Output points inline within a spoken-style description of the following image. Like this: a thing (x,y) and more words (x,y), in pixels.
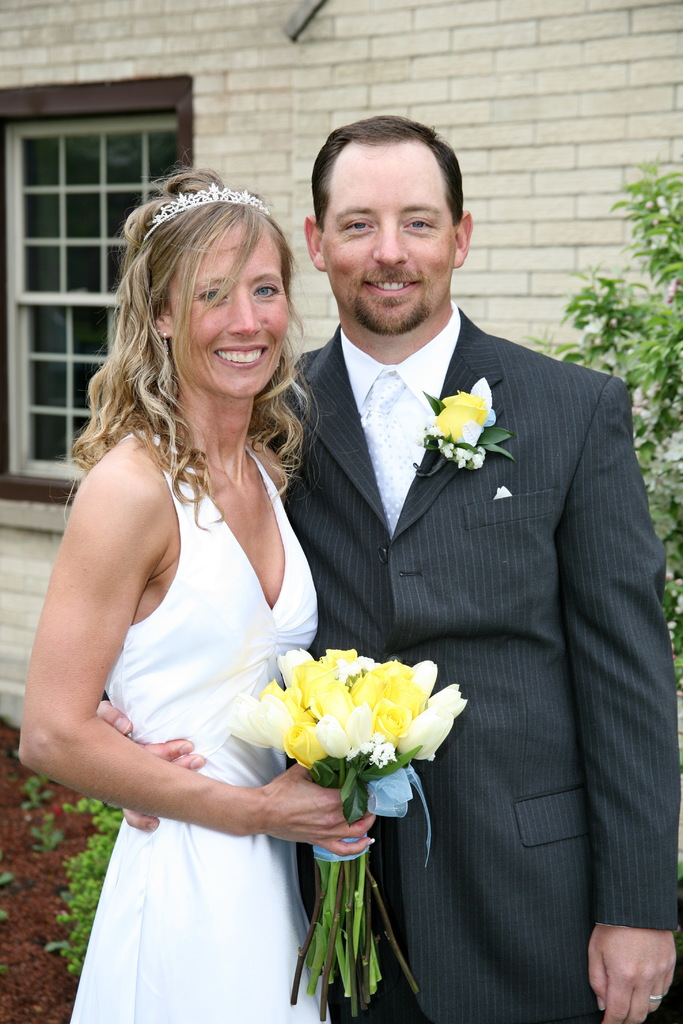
In this picture there is a man (480,576) with black color suit (559,710) standing in front (488,842), smiling in giving pose. Beside there is a woman (203,695) wearing white gown (181,648) with crown (161,215) on the head (236,353) and holding yellow color flowers (356,789) in the hands (283,782). Behind there is a brick wall (218,75) with glass window (130,204) and some plants (591,313).
